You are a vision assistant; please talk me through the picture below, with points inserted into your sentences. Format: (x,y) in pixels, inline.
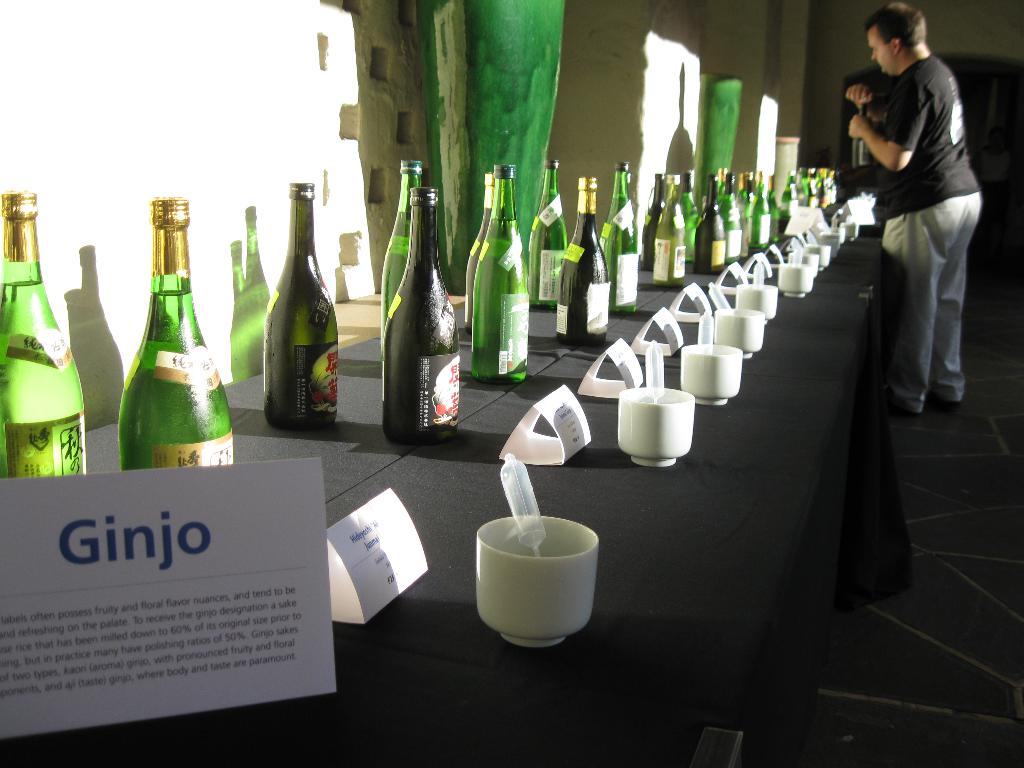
As we can see in the image, there is a white color wall (580,73), bottles (30,439) and cups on table (540,361) and there is a man (896,148) standing on floor (926,600).
